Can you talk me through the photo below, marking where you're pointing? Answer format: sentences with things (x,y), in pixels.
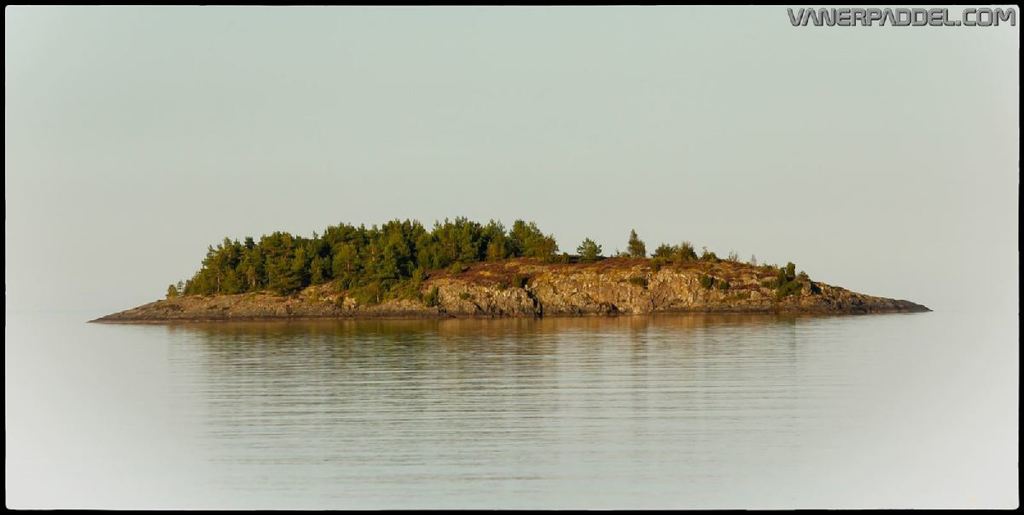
In this image few trees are on the land (634,293). Background there is water (526,359). Right top there is some text (832,11).
